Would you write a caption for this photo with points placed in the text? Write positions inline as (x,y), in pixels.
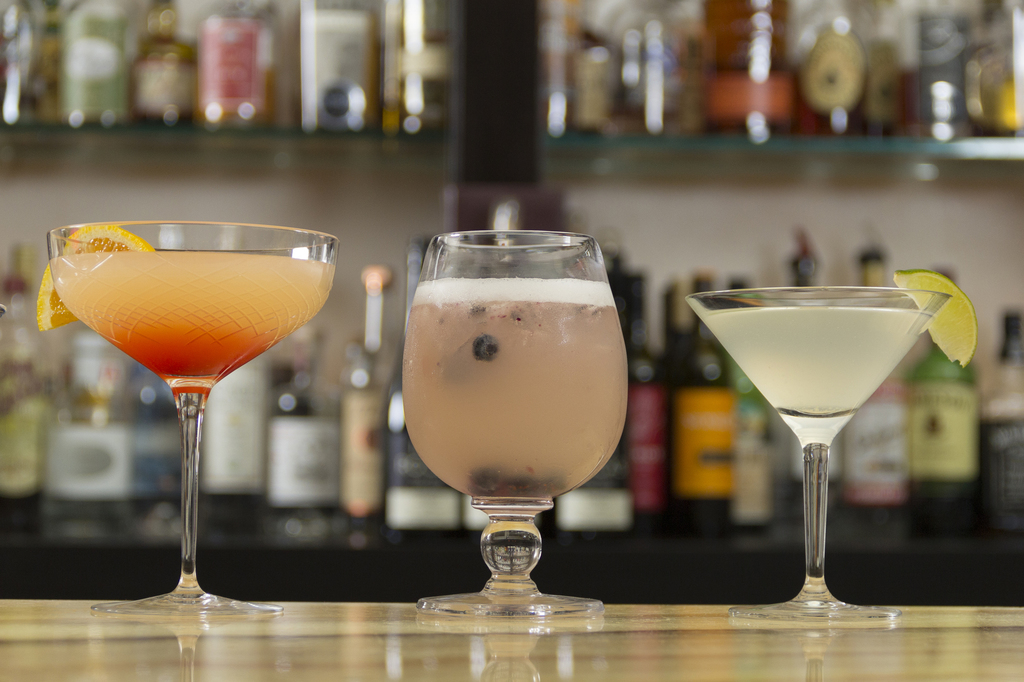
At the bottom of the image (50,623) we can see a table (344,648). On the table (297,678) we can see the glasses (204,396) which contains liquids (451,329) with lemon slices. In the background of the image (203,535) we can see the wall (734,215), shelves (641,574). In shelves (872,137) we can see the wine bottles (763,37).
